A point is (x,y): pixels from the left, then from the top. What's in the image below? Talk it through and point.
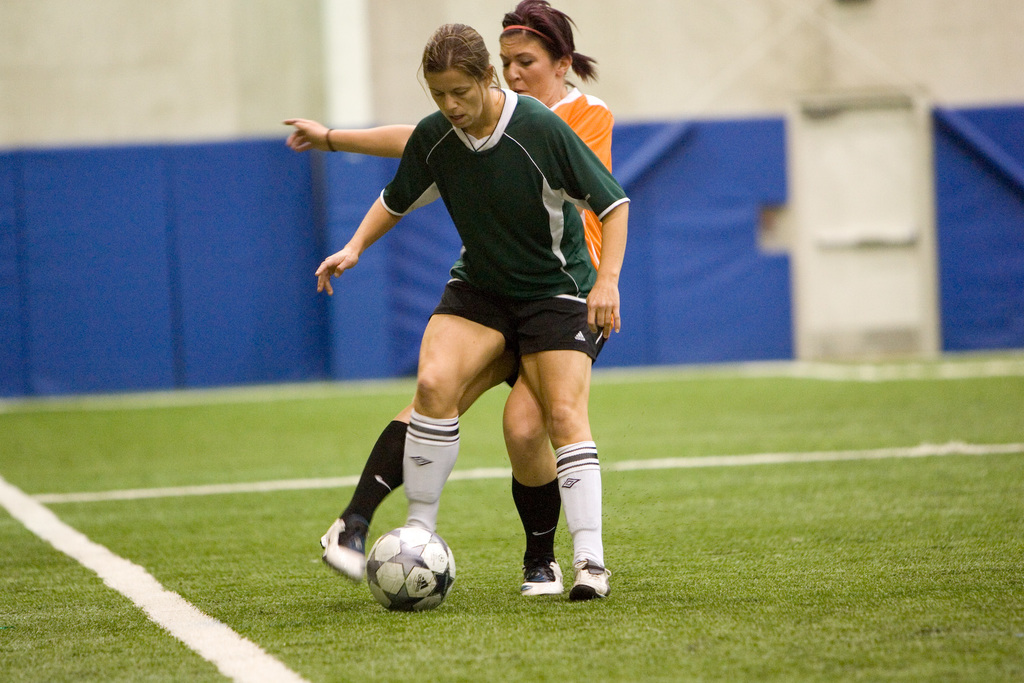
Two women (457,136) are playing football. The woman (431,378) in green is trying to kick the ball (431,546). The woman (382,448) in orange is trying to reach it.
